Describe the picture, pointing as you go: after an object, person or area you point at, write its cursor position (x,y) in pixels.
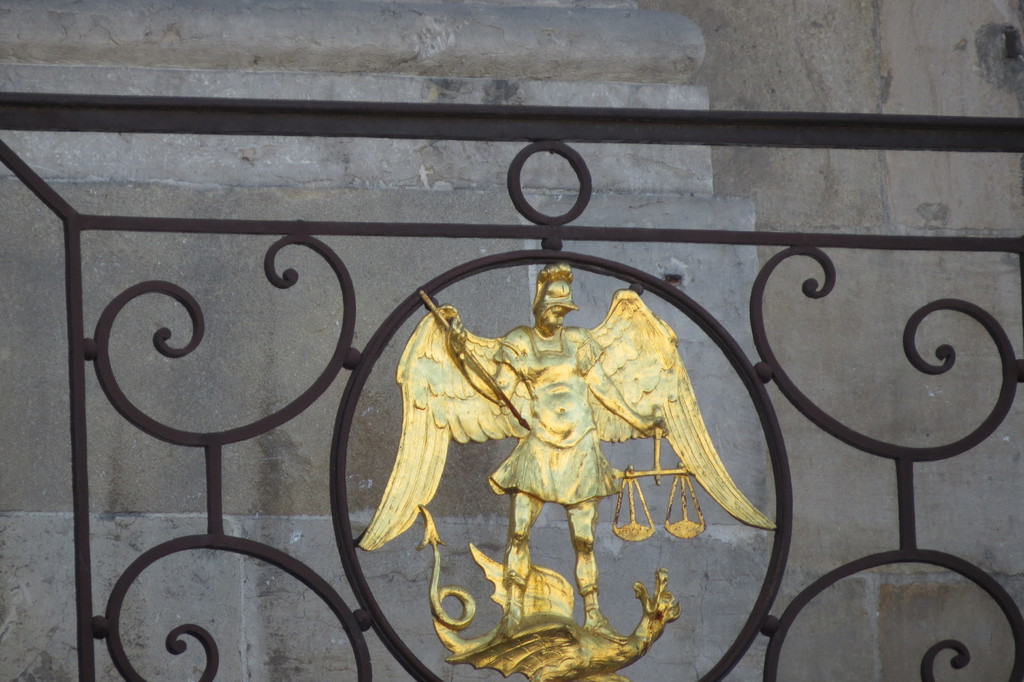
In front of the picture, we see an angel gilt (618,436). Beside that, we see a black color grilled gate (611,265). In the background (713,97), we see the wall (433,160).
